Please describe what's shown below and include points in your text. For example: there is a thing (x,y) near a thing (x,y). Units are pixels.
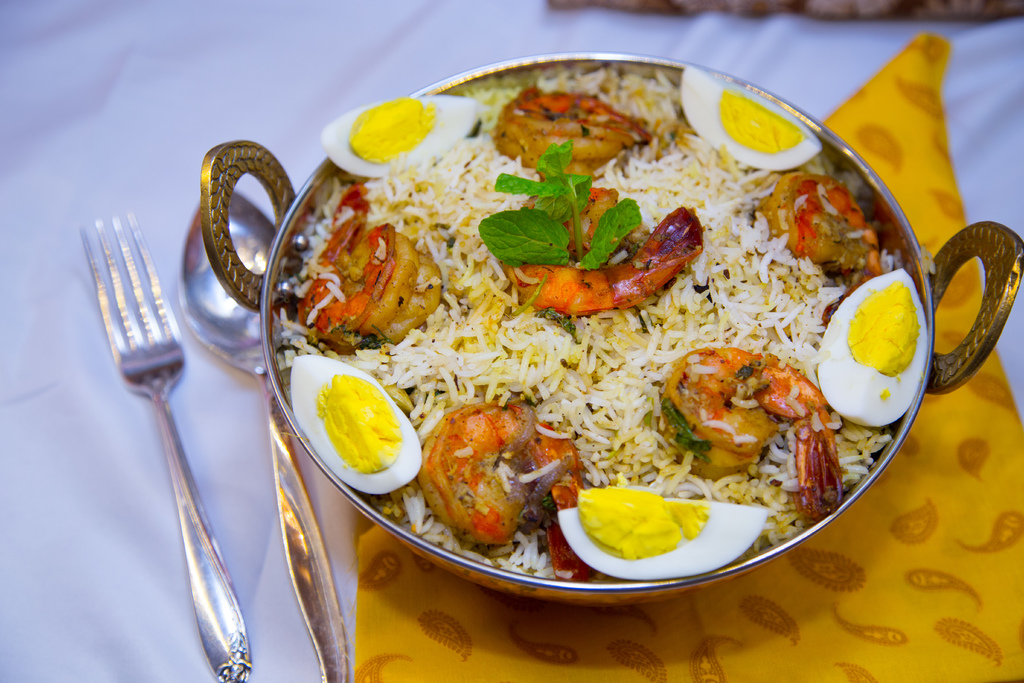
In this picture, we can see some food item (303,359) in a container (287,187), and we can see the surface (68,207) is covered with cloth (56,232), and we can see some objects (311,555) on the surface (185,560) like yellow color cloth (886,589), spoons (320,576), and we can see some object (971,13) in the top right corner (1009,5).
